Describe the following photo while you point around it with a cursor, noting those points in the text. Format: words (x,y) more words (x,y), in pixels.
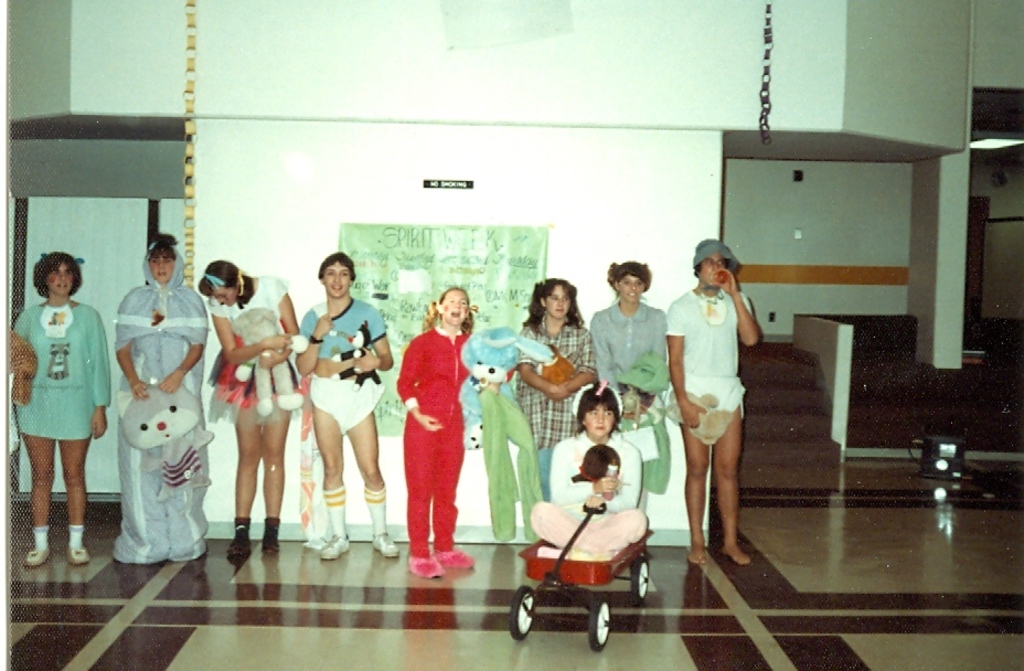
In this picture I can see group of people (156,278) standing and holding toys (144,434), there is a person (598,519) sitting on the wheel cart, there are papers (468,228) on the wall (563,250), there are decorative ribbons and stairs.
